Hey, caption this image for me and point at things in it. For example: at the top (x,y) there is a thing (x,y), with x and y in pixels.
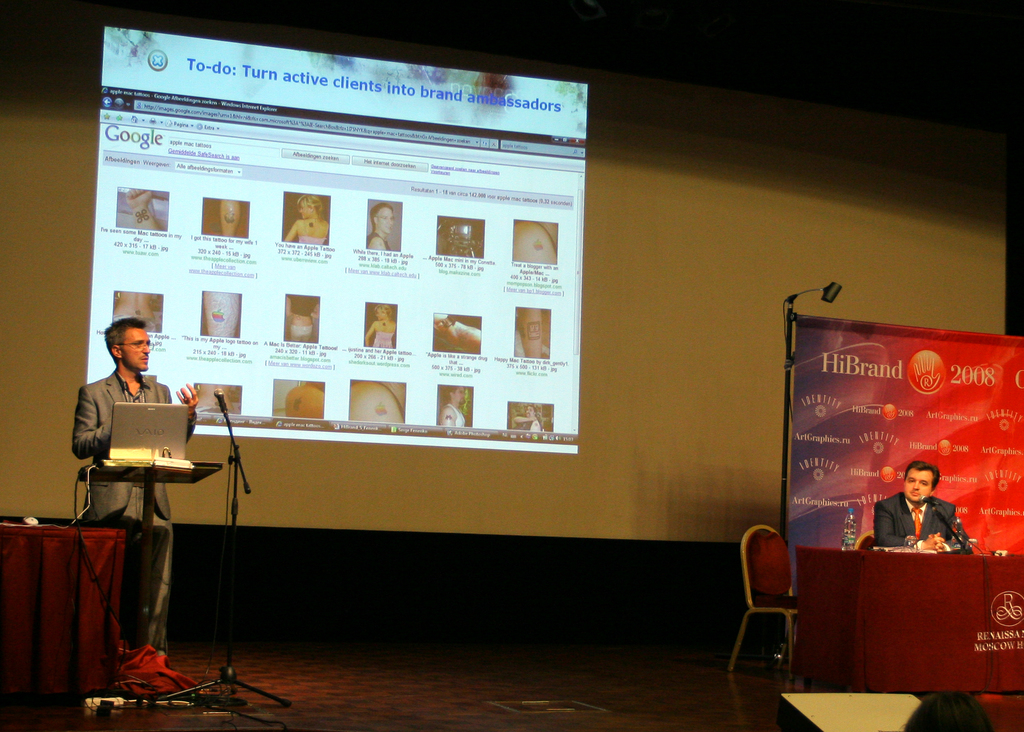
On the left side (140,349) there is a person (123,390) standing. In front of him there is a stand (174,477). On that there is a laptop (143,431). Near to that there is a mic (227,410) with mic stand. Also there is a table (55,563) with cloth (64,602). On the right side (909,516) there is a person (893,526) sitting. In front of him there is a table (842,564). On that there is a bottle (850,537), mic (923,499) with mic stand (951,536) and many other things (998,555). Also there is a chair (772,567). In the back (844,422) there is a banner (868,418). In the background (703,250) there is a wall (609,204). On that there is a screen (460,347).
